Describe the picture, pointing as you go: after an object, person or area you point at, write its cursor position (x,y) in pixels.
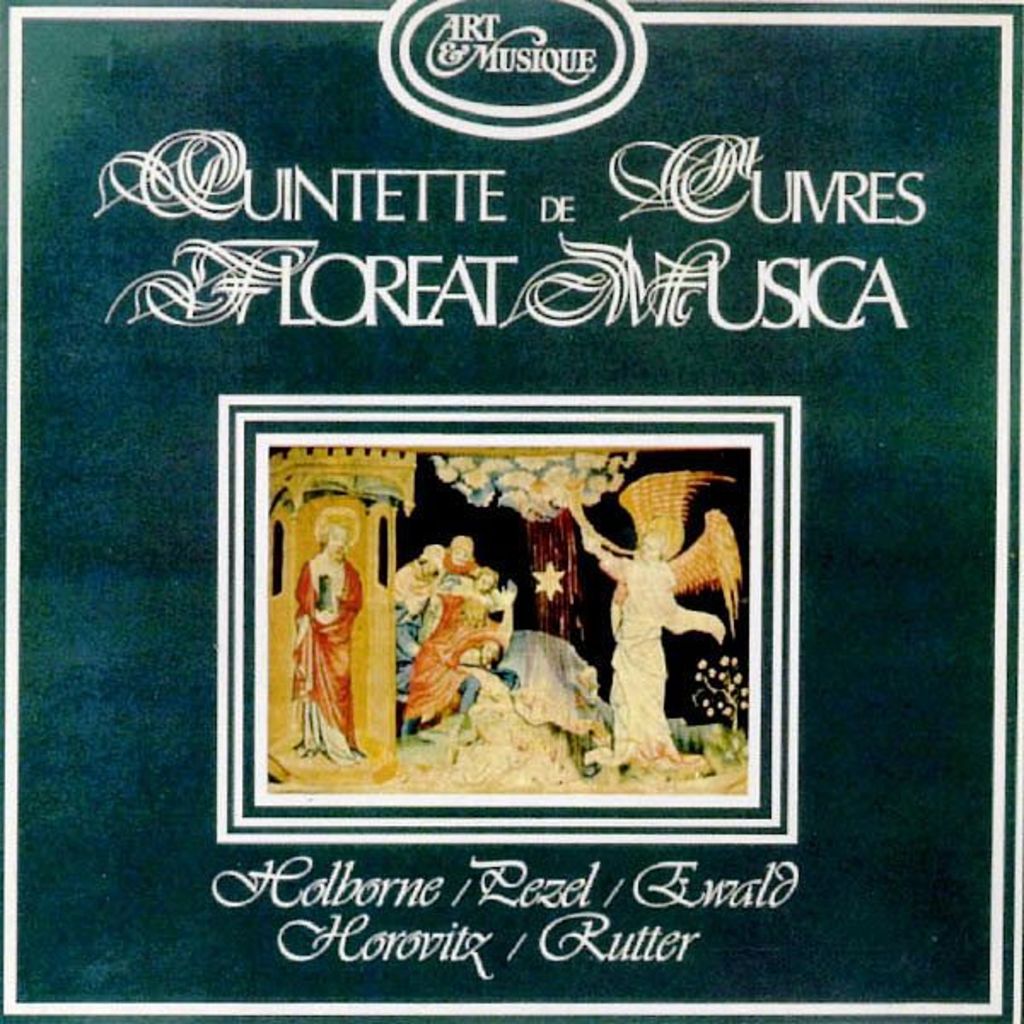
In the center of the image (516,512) we can see one poster (664,763). On the poster (39,942), we can see a few people (310,648) and a few other objects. And we can see some text (310,867) on the poster (665,772).
